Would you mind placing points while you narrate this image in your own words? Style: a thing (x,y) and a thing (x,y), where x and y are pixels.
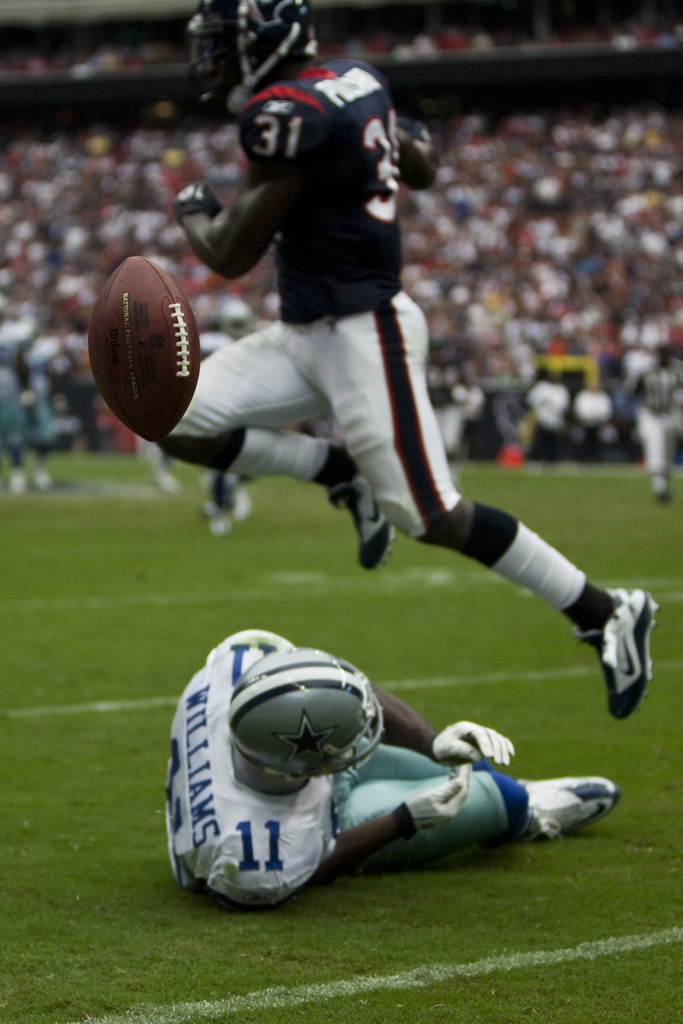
In the image there is a person (308,808) on sports dress (315,781) and helmet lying on grass floor (22,936) and another person (250,374) jumping above him with rugby ball (149,381), in the back (145,445) there are few persons (547,410) standing, over the whole background (583,156) there are many people (103,261) sitting and looking at the game.
